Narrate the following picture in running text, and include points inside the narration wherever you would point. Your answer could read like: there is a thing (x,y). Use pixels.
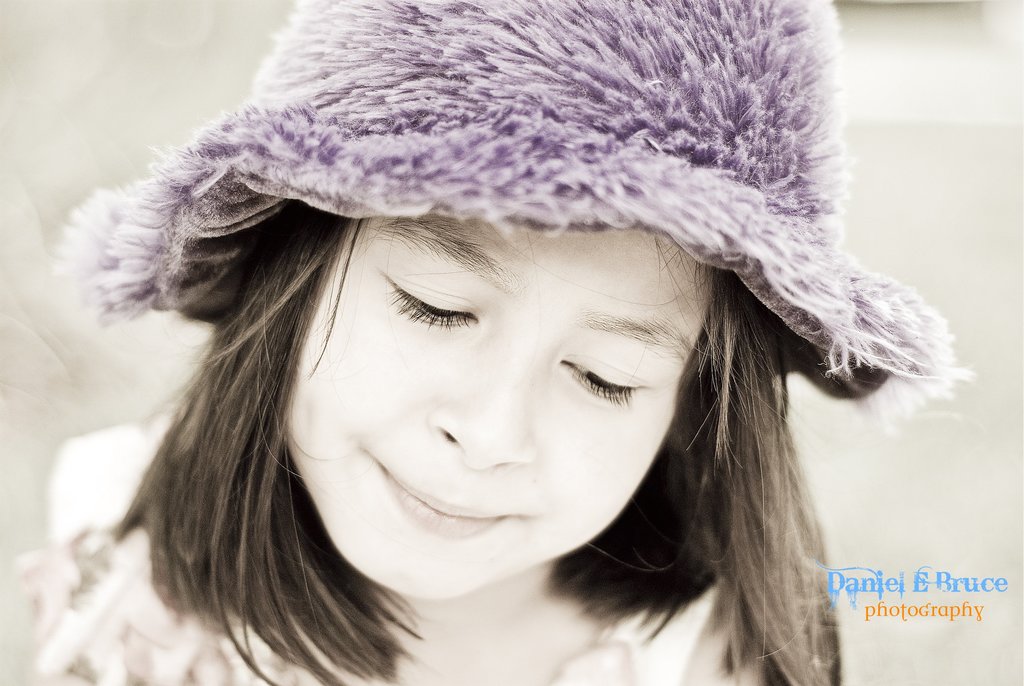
In this image we can see a girl (189,428) wearing a violet color cap (451,158) and short hair (351,665). A text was written on the image.
